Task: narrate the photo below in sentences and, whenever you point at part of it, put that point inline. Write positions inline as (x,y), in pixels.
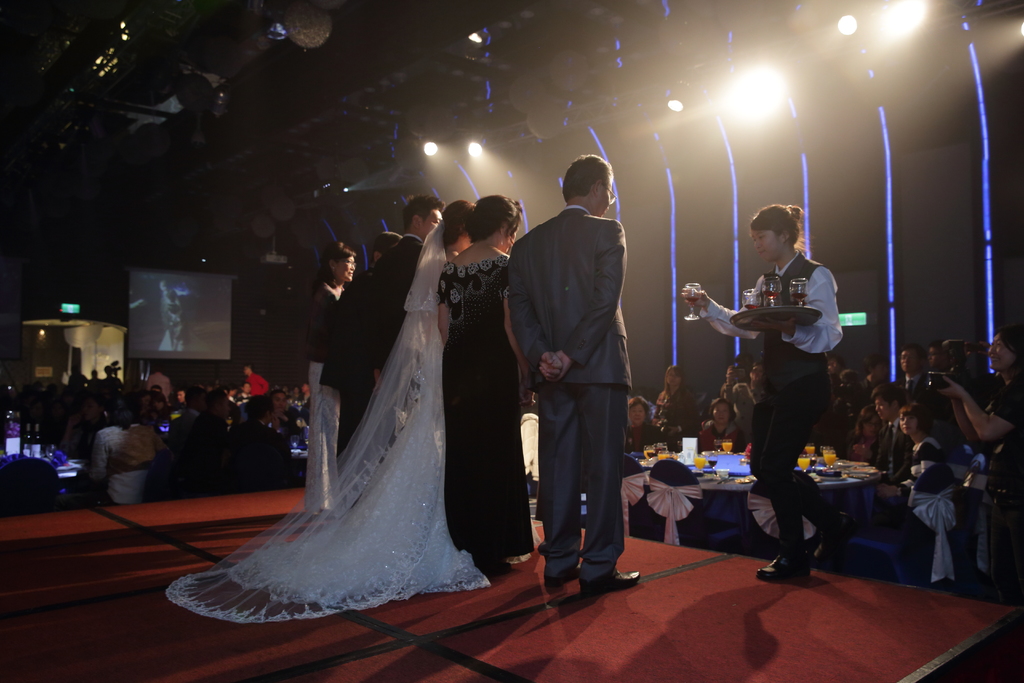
In this image there are people (589,349) standing on the stage (760,609). In front of them people (902,421) were sitting on the chairs (35,463). In front of them there are tables (816,469) and on top of the tables (856,492) there are juice glasses (831,461). On top of the roof (248,65) there are lights (744,100). At the left side of the image (176,270) there is a projector (173,302).
